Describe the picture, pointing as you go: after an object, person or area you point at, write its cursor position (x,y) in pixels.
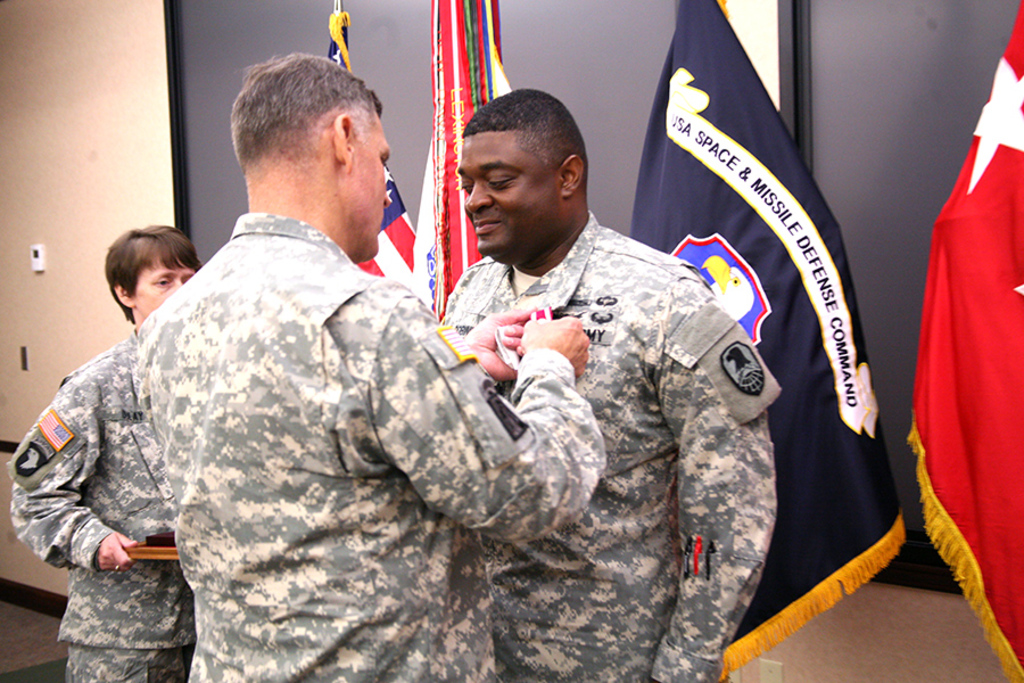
There are three people (254,406) standing. This man (467,380) is fixing a badge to the other person (579,307). These are the flags (478,84) hanging to the poles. This looks like a board (900,74), which is black in color. Here is the wall (103,166).
